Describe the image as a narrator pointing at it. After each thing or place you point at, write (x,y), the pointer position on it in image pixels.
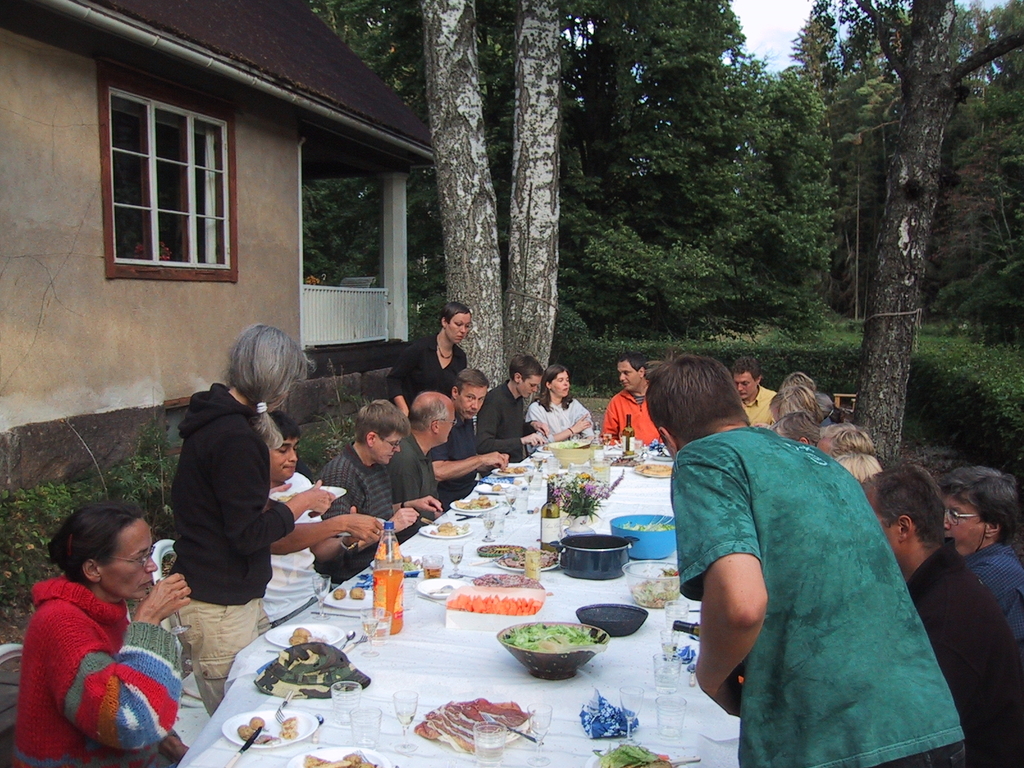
A group of people (502,460) are sitting around a table (630,473) and having food (500,486). Three people (797,497) are standing beside them. There are some trees (559,209) and a house (166,266) in the background (606,245).
